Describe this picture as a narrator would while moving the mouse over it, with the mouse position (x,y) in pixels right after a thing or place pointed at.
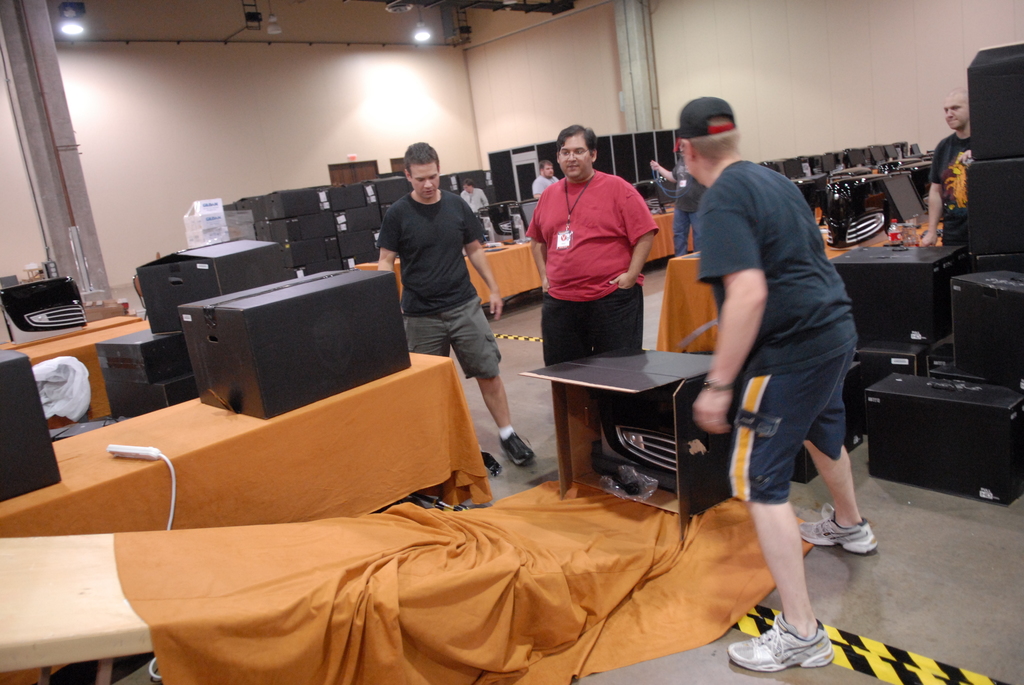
In this image I can see few (645,237) people and some boxes (898,303) in-front of them.
